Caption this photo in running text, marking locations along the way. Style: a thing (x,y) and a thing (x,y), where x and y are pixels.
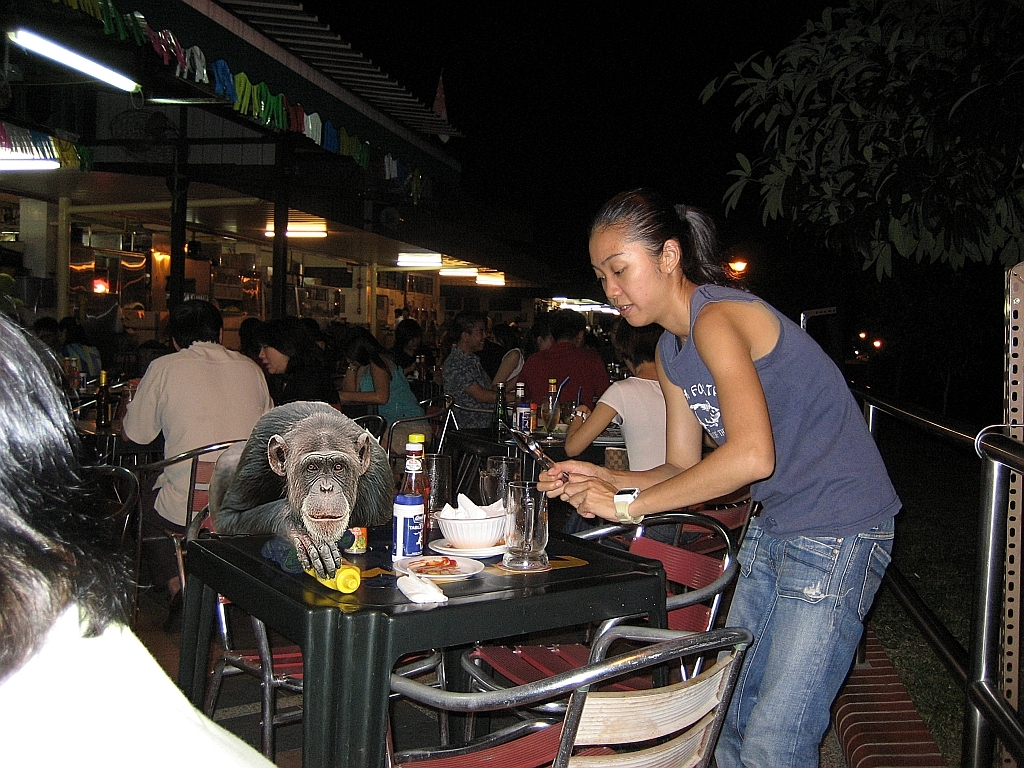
In the picture there is a restaurant (403,217), there are many tables (202,606) and chairs (374,422) present, there are people (19,536) sitting on the chairs (202,517) with the table (249,541) in front of them, there is a monkey (331,466) sitting on the table (350,640), there are plates (471,554), glasses (479,473), tissues (415,588), spoons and bottles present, there are lights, there are trees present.
